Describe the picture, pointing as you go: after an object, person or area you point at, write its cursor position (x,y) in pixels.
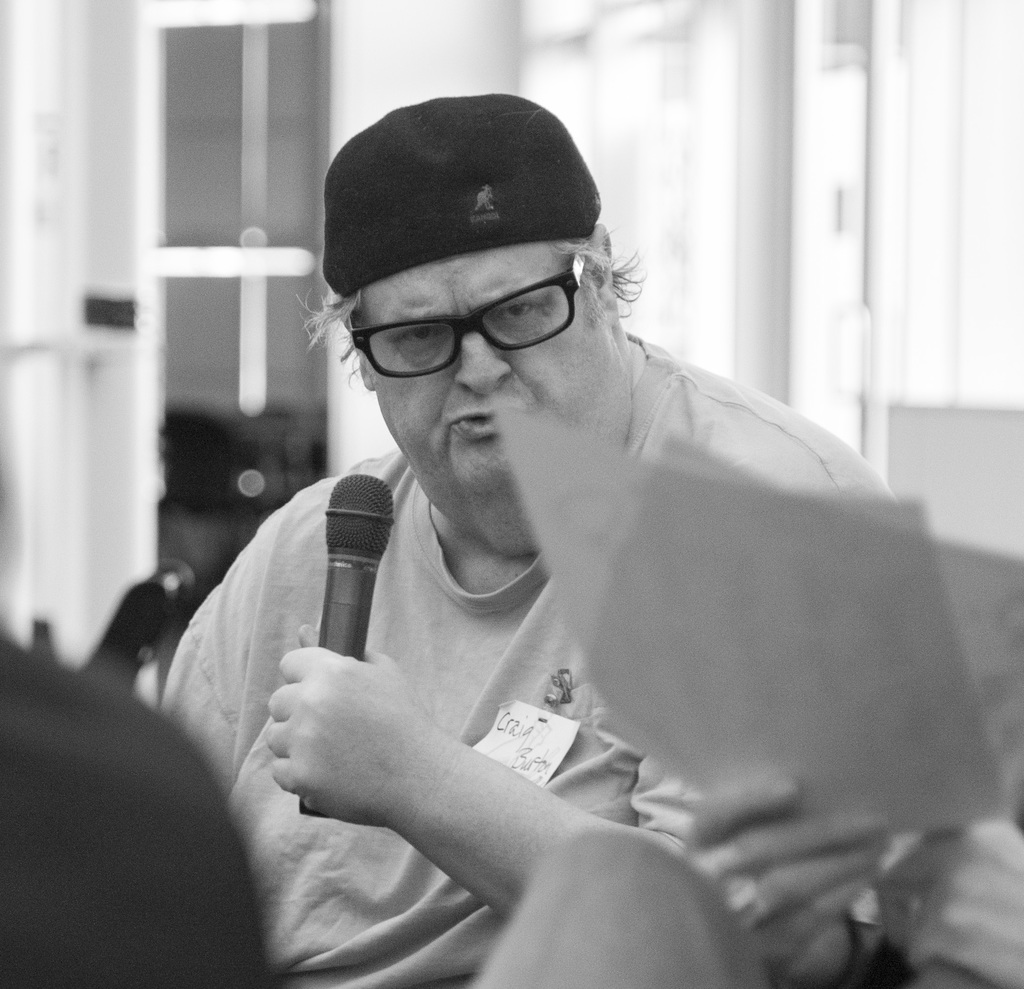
In this image we can see a person (471,290) wearing a cap (458,245) and holding a microphone (337,609). Another person (1012,818) is holding papers (745,691). There is a door (237,254) at the back (242,206). This is a black and white image.
